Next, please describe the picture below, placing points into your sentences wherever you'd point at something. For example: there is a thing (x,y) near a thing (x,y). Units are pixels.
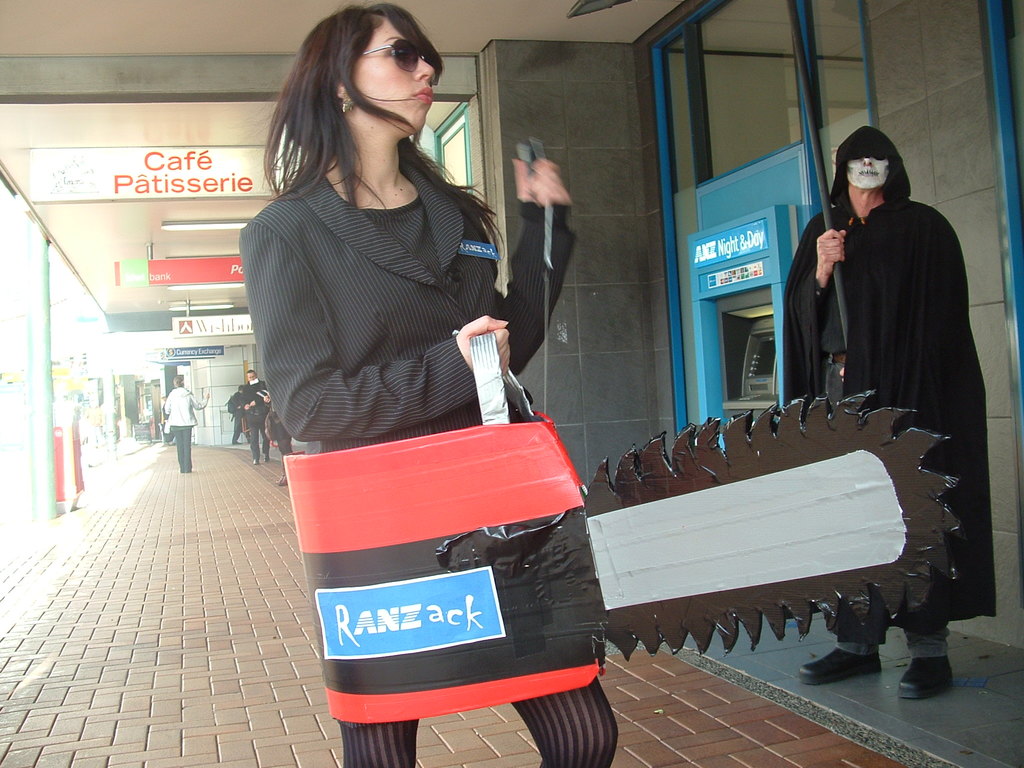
In this image there are people (275,398) walking on a pavement (209,473), in the background (519,113) there is a wall (552,75), near the wall (540,79) a man (874,352) standing wearing costumes (875,340), at the top (180,99) there is a roof (172,100) for that roof (171,101) there are boards (213,273), on that boards (171,266) there is some text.
